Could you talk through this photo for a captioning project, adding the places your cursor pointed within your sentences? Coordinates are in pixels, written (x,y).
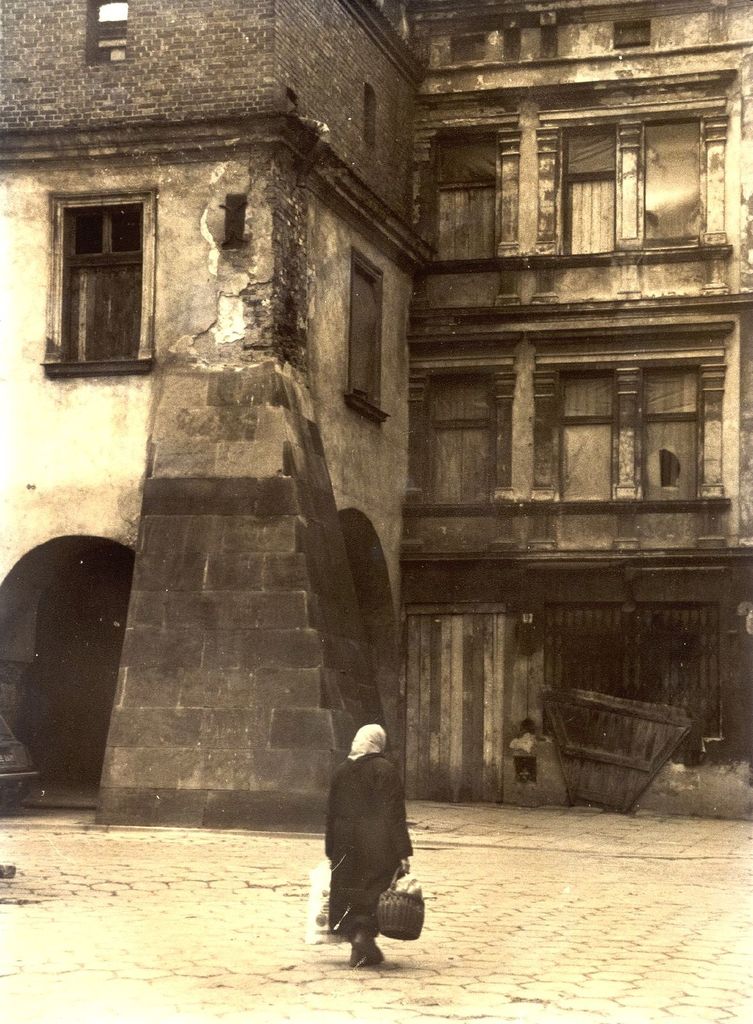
It is the black and white image in which there is a person (365,893) walking on the floor (448,937) by holding the bag (406,911) with one hand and a cover (329,899) with another hand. In front of him there is an old building (537,382). On the left side (109,313) there is a window (89,283).
